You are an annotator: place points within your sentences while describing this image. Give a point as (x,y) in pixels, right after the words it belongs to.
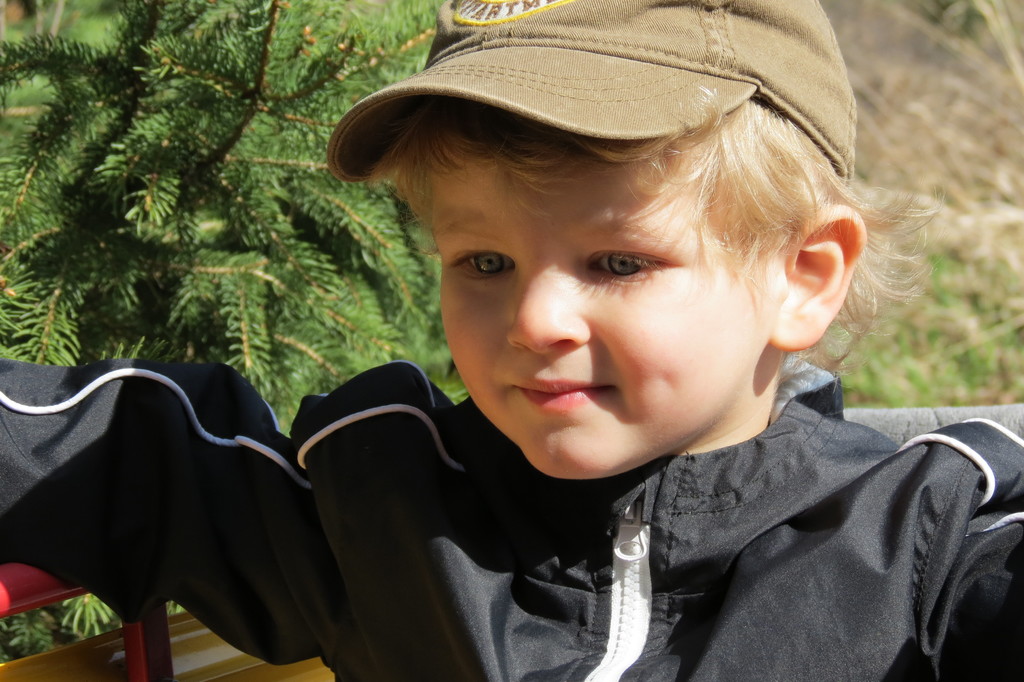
In this image there is a kid (713,411) in the middle (568,342) who is wearing the black dress (632,493). In the background (296,291) there is a plant (258,207).
